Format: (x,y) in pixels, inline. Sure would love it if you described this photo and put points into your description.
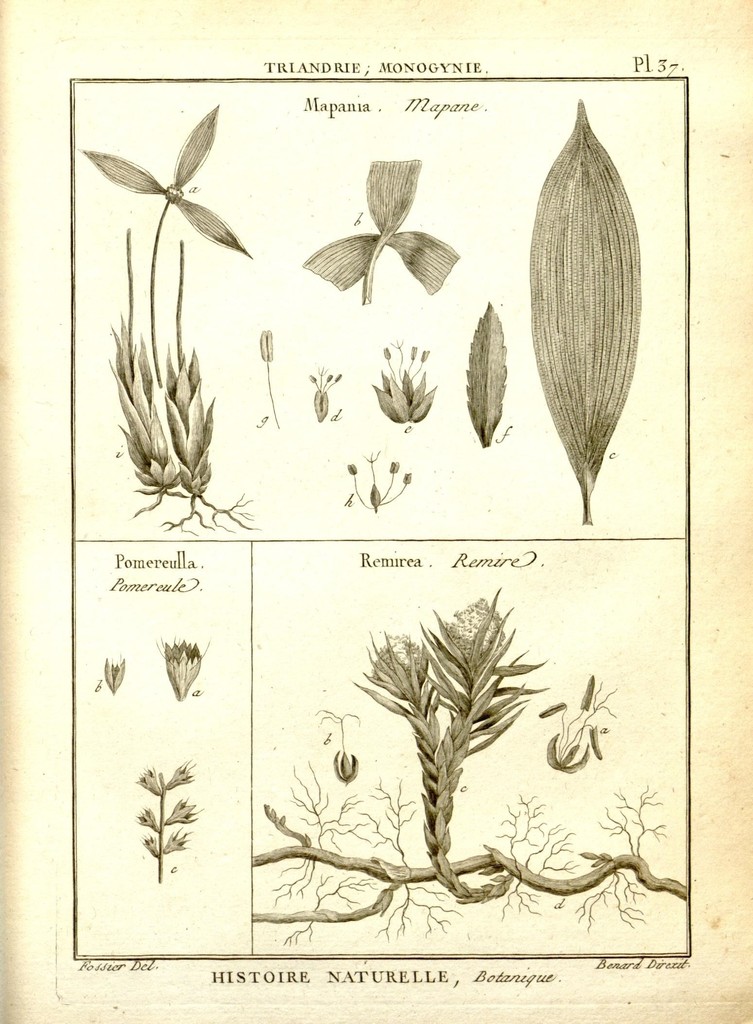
This is a black and white image, in this we can see some different plants (181,359) with some text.
